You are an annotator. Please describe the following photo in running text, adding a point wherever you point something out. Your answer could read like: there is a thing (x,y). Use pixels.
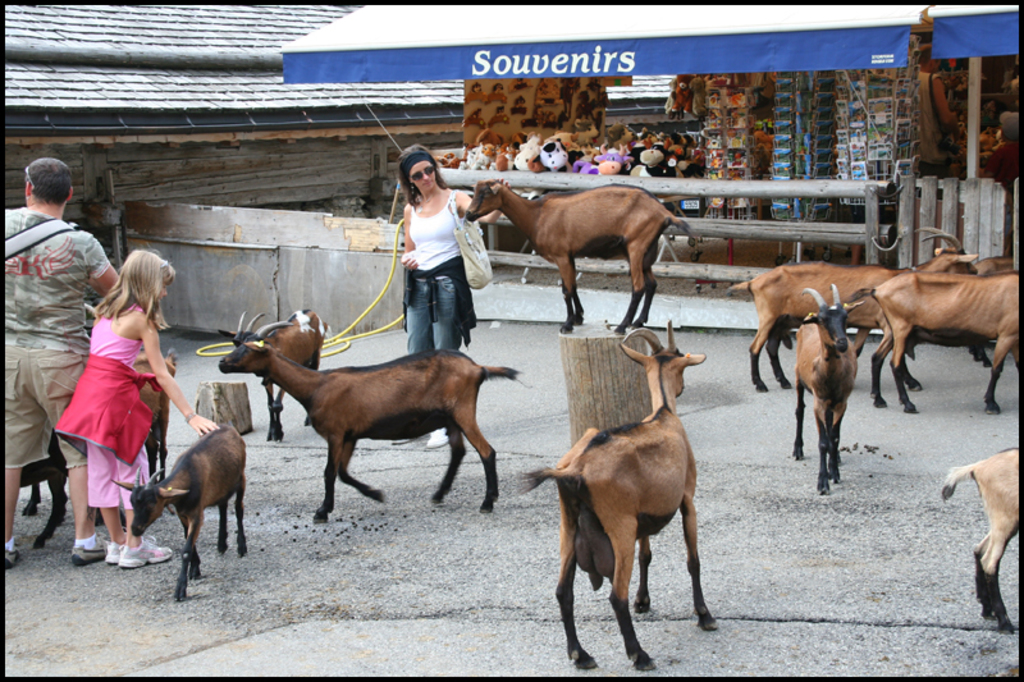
A herd of goats (633,303) are there in this image. In the middle (425,328) a beautiful woman (459,266) is looking at the goat (551,220). She wore white color top (452,248), on the left side (54,318) a man (66,196) is standing, he wore t-shirt (59,332), short (22,379). Beside him a girl (145,424) is also standing. In the middle (501,248) there is a store (665,150).
